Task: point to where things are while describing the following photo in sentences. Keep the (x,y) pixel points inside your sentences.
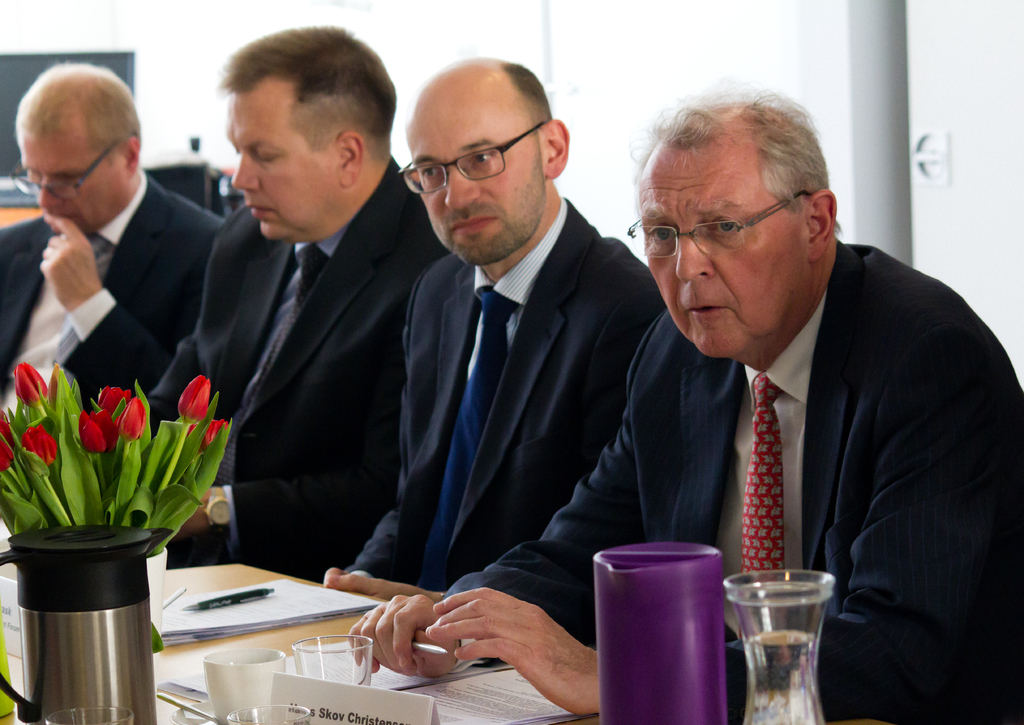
In this image we can see persons (550,326) sitting at the table (180,655). On the table (213,589) we can see flower vase (16,460), papers (256,624), pen (224,602) and glasses (300,670). In the background (783,19) there is wall (147,76) and monitor (3,126).
